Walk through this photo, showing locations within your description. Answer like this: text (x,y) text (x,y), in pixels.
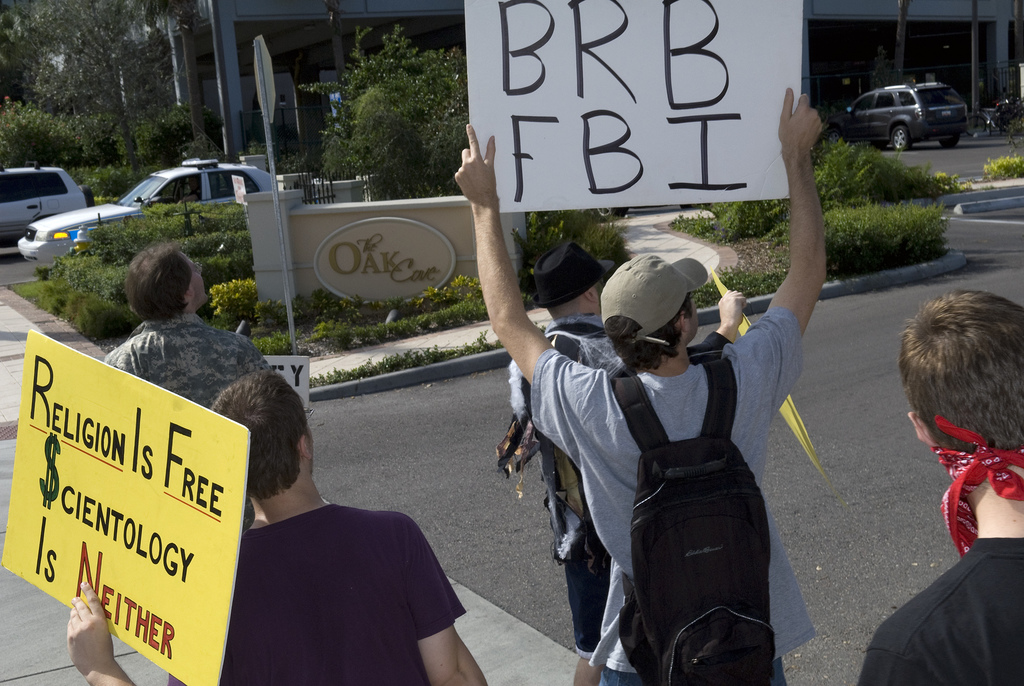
In this image we can see few people (315,583) holding some objects (593,192). We can see few people (557,337) wearing caps (607,289). There are few boards (271,99) in the image. There are many trees (127,180) and plants (123,179) in the image. There is a road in the image. There is some text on the wall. There are few buildings (284,95) in the image. There are few vehicles (952,131) at the right side of the image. There are few vehicles (63,208) at the left side of the image (70,193).
